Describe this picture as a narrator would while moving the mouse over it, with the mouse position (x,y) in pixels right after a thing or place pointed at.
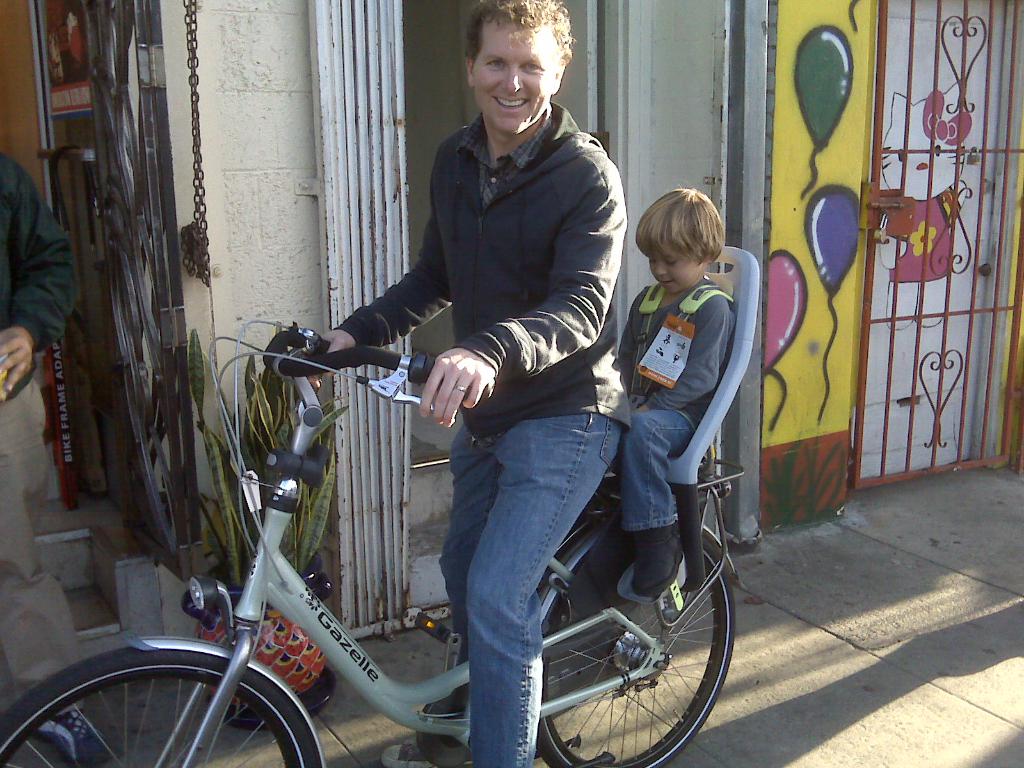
In this image i can see a person (499,552) stand on the bicycle (605,520). On the bicycle (608,484) there is a baby boy (646,387) sit on the bicycle (607,503), and there is a fence (1002,249) on the right side (928,258) and there is a person (30,411) visible on the left side (21,209) and there is a flower pot (309,668) kept on the floor (338,717).
